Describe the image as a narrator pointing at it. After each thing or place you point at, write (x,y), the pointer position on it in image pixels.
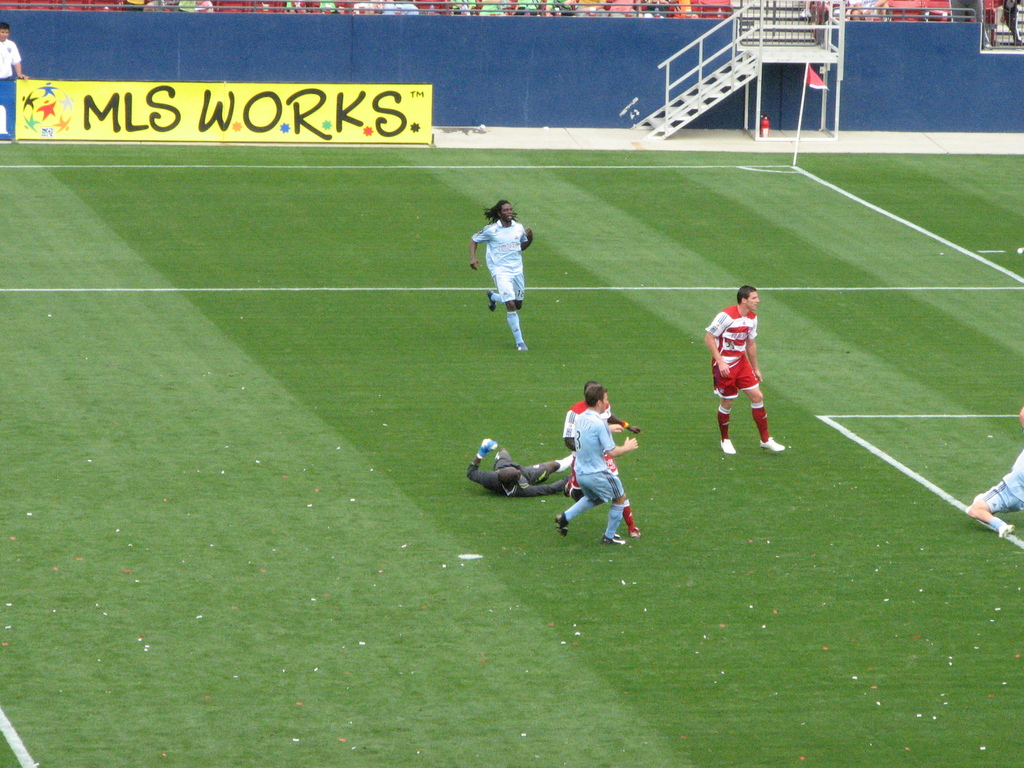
In this image I can see in the middle (610,435) a group of people (496,474) are playing the game, on the left hand side (339,118) top there is the board (267,115). In the right hand side (798,134) top there is the staircase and there is a flag (796,148).
